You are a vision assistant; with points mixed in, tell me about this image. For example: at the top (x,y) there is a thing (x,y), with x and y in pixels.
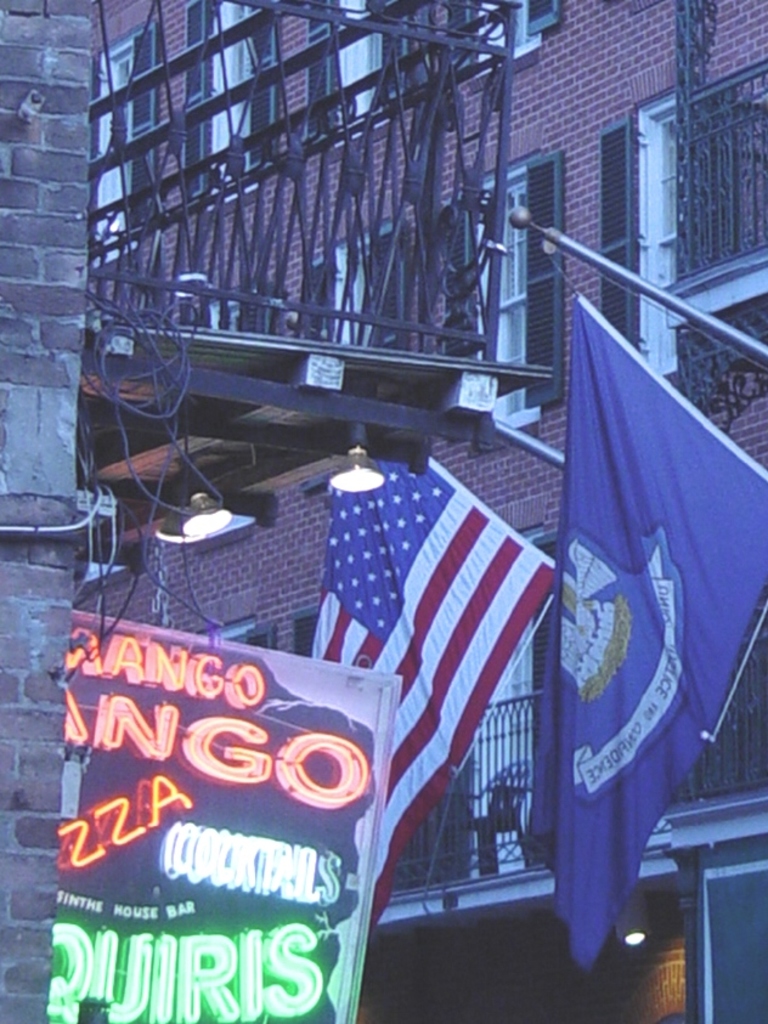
In this image, we can see a railings (280,220), building (342,244) with windows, brick wall (11,794). Here we can see flags (345,605) with rods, banner (280,792) and lights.
